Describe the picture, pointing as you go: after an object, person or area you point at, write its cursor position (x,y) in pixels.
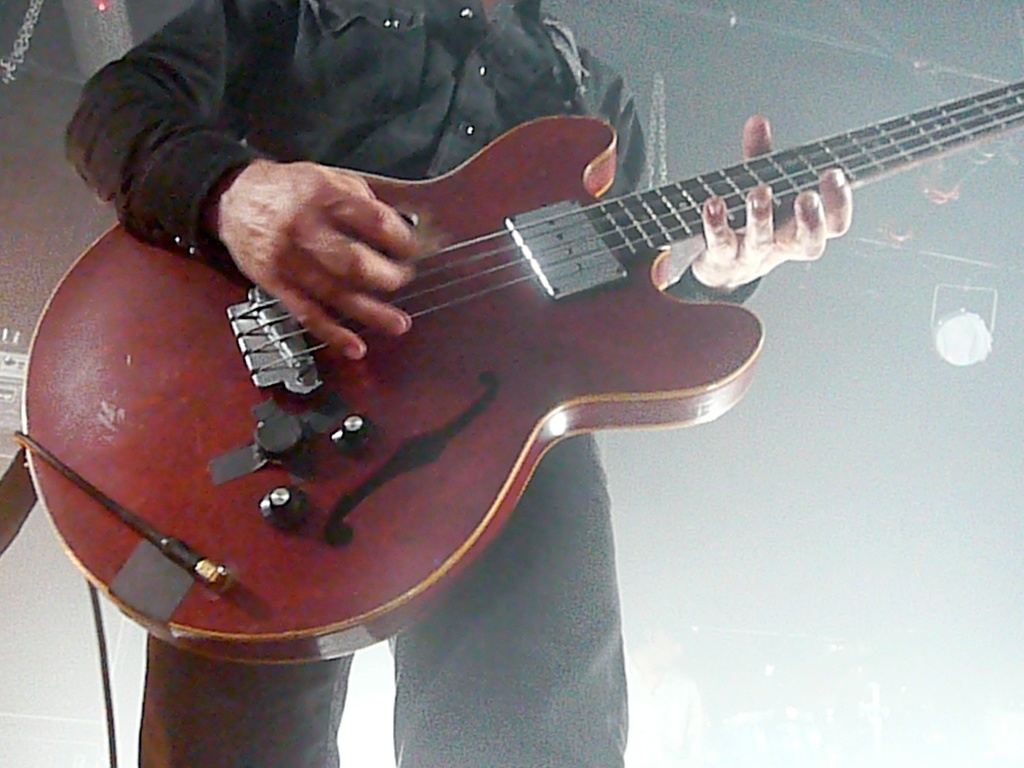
In this picture we can see man (604,616) standing holding guitar (669,280) in his hand (403,254) and playing and in background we can see lights (964,320) and it is blurry.
